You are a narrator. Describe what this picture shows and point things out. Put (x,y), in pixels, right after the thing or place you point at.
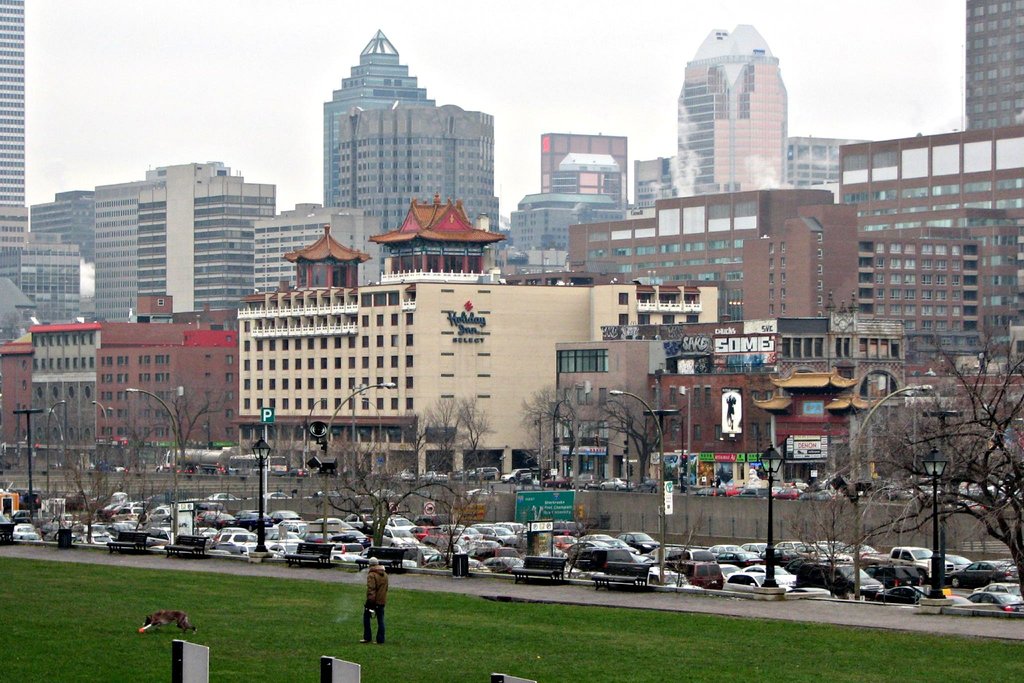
In this image there are a group of buildings (495,391) and houses (735,439), poles (304,432), lights (336,474), boards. At the bottom (216,626) there is grass (548,639) and one person (367,629) is walking and there is one dog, in the center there are some vehicles (271,530).
